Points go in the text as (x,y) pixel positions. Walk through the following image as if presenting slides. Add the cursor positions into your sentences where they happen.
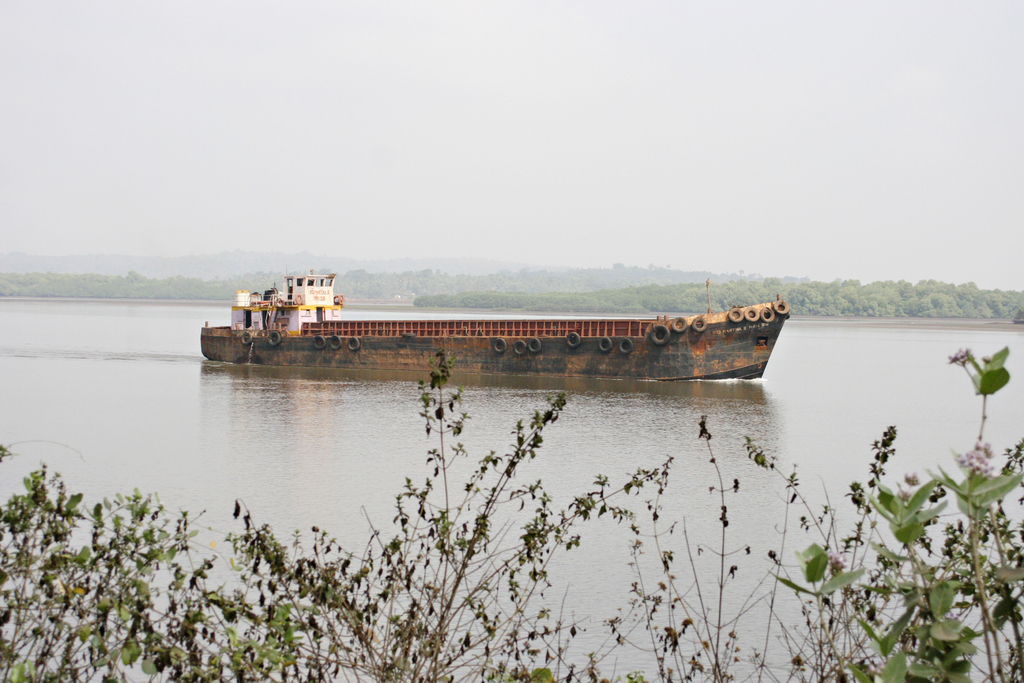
In the foreground of the image (552,603) we can see plants (321,590), we can see a ship (271,301) is floating on the water (885,390), we can see trees (939,292) and the sky (226,104) in the background (555,109).
